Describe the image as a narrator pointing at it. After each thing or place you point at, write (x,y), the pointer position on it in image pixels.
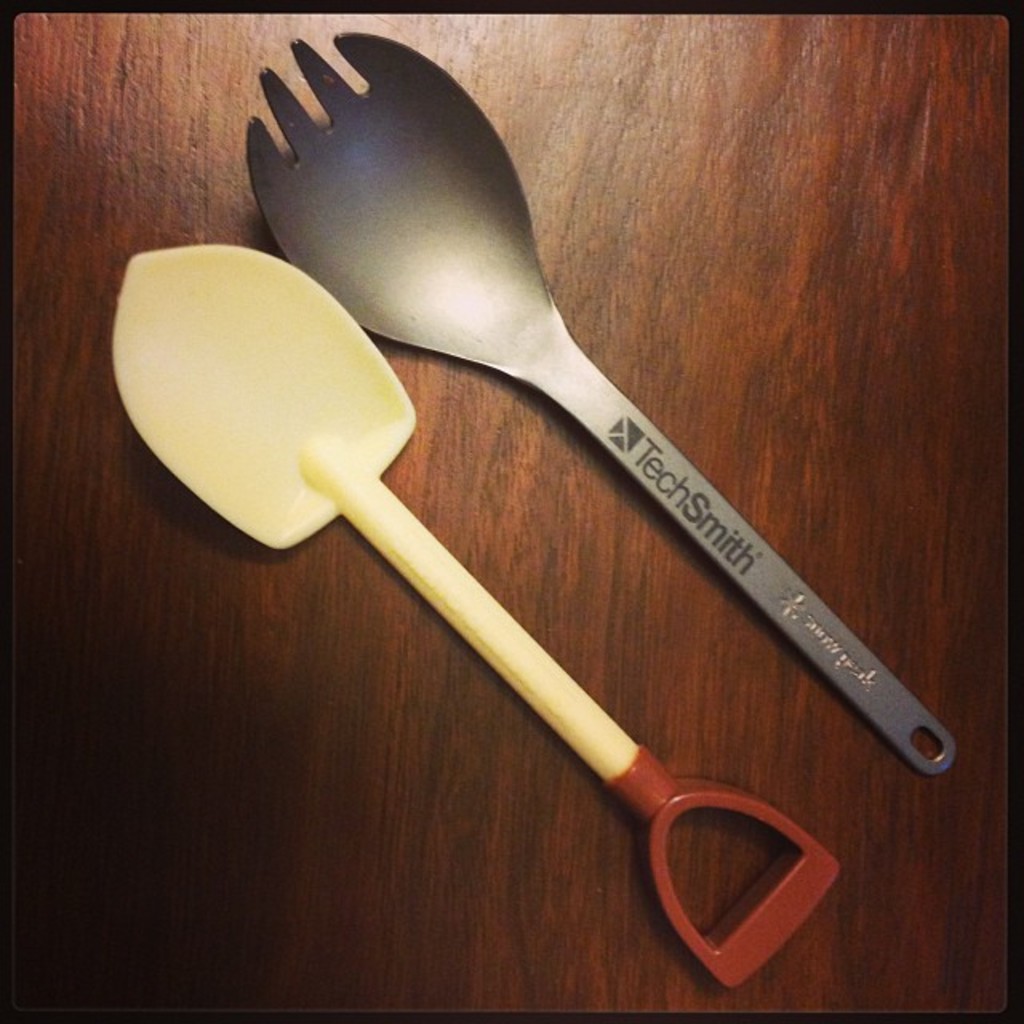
In this image, we can see trowel (382,433) and fork (500,315) are placed on the wooden table (775,408).
